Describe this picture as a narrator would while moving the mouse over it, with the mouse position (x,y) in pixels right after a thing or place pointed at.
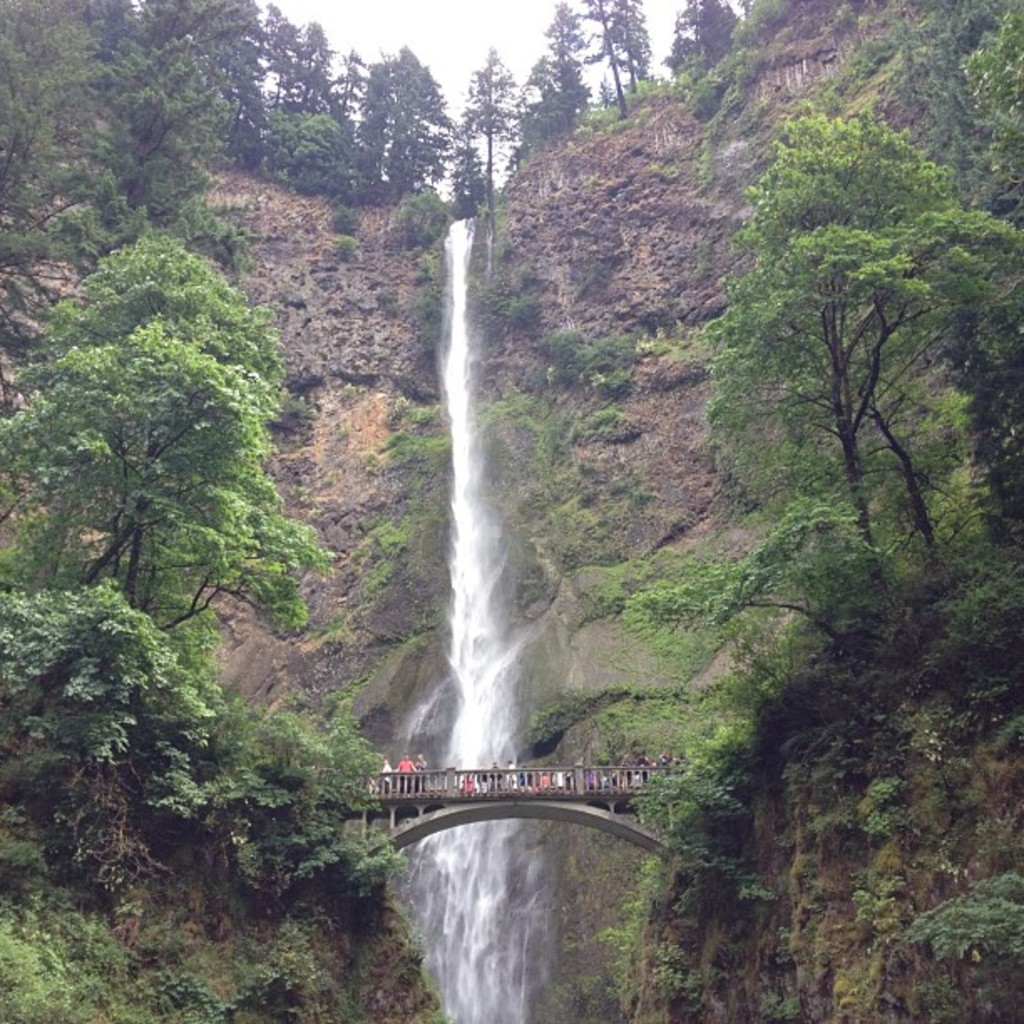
In this image there is a bridge (478,796) in the middle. On the bridge (439,776) there are few people (526,788). In the background (464,450) there is a waterfall (466,584). There are trees (149,236) on either side of the bridge (639,832).
